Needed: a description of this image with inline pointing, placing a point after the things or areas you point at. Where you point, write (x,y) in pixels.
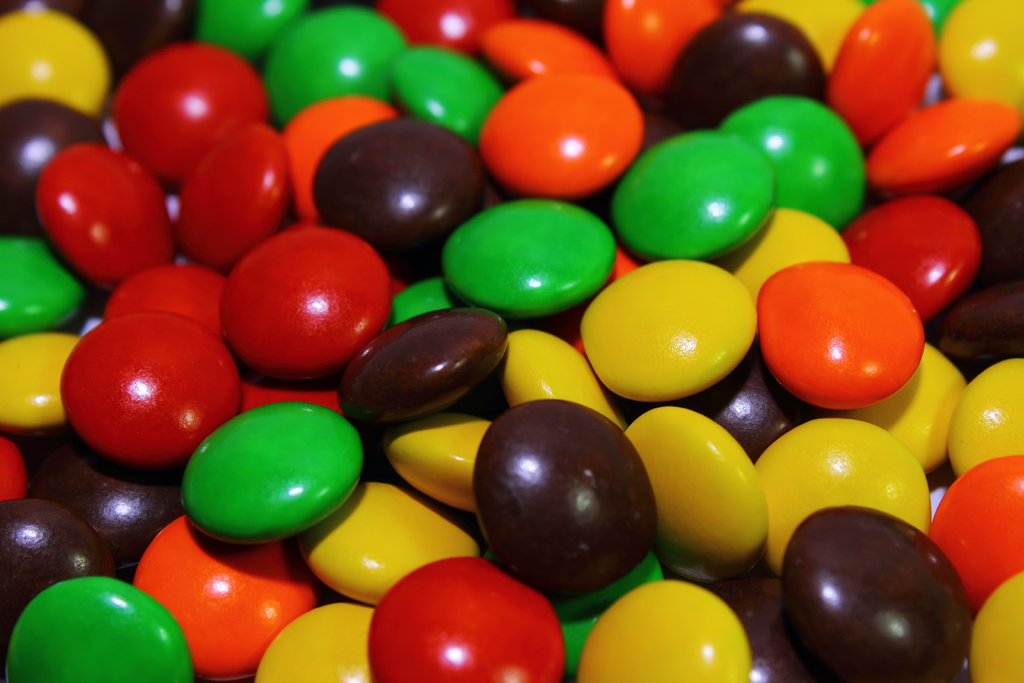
In this image there are different colored chocolate buttons (374,271).
